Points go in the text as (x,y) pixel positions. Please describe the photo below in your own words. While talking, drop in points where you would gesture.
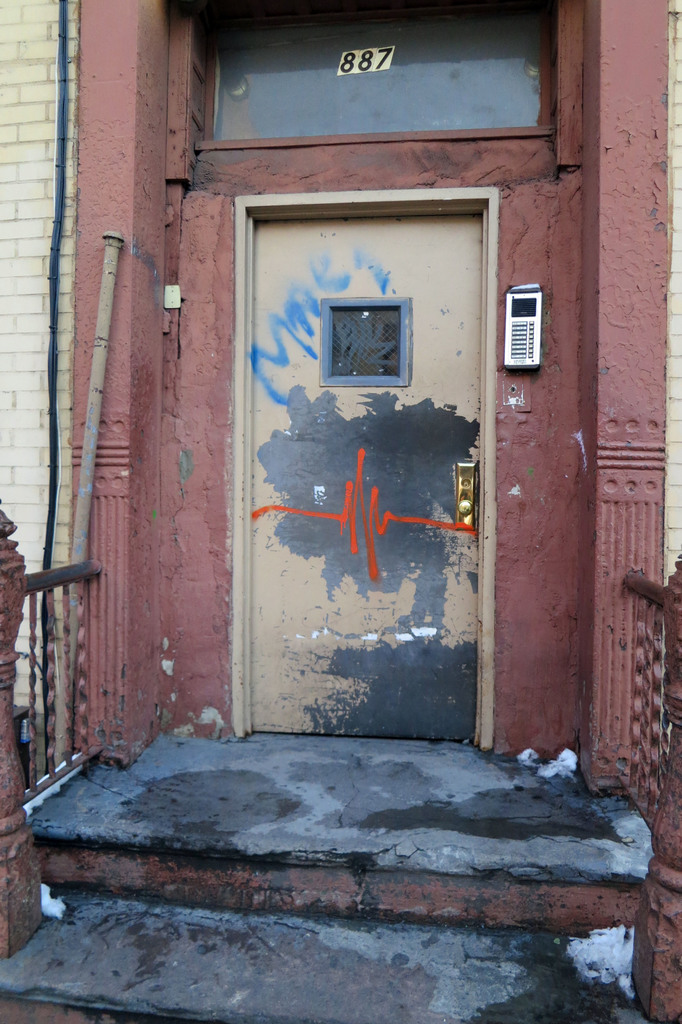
In this given picture, we can see the floor (333,828) and a door (462,414) after that, we can see a window (458,101), an electronic gadget (537,319) fixed to the wall (571,285) next, we can see an iron metal pole (79,557) and electrical wire (60,22) finally, we can see a wall (52,154) and the iron metal grill (672,798).
